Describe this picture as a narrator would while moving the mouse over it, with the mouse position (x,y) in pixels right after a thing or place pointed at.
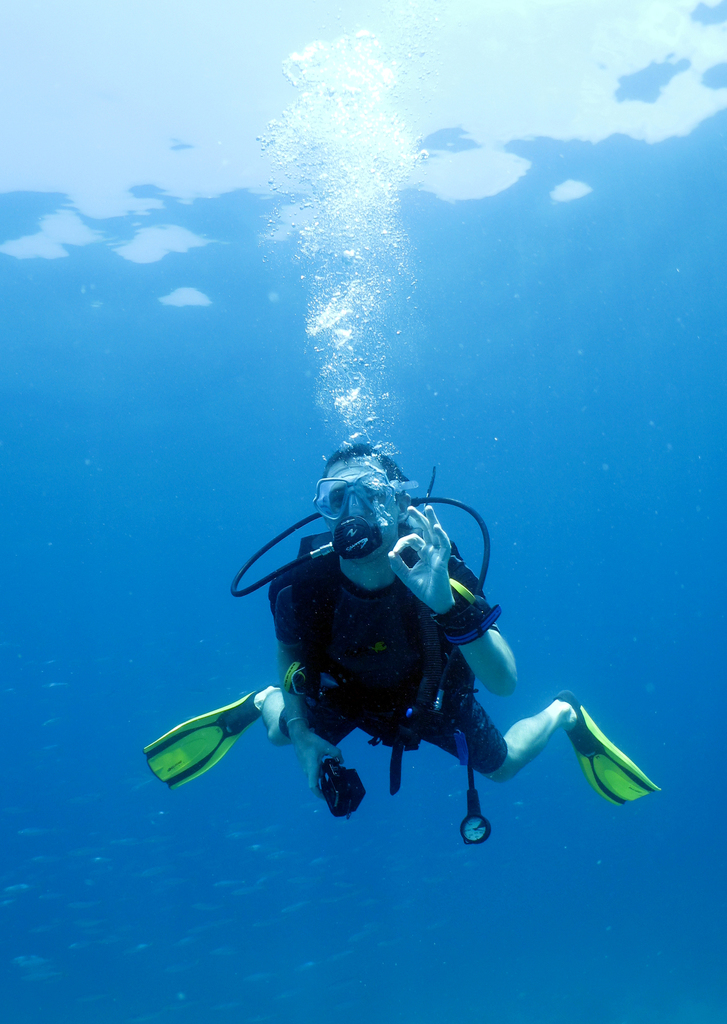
In the image there is a person (426,714) scuba diving in the ocean (267,574).
